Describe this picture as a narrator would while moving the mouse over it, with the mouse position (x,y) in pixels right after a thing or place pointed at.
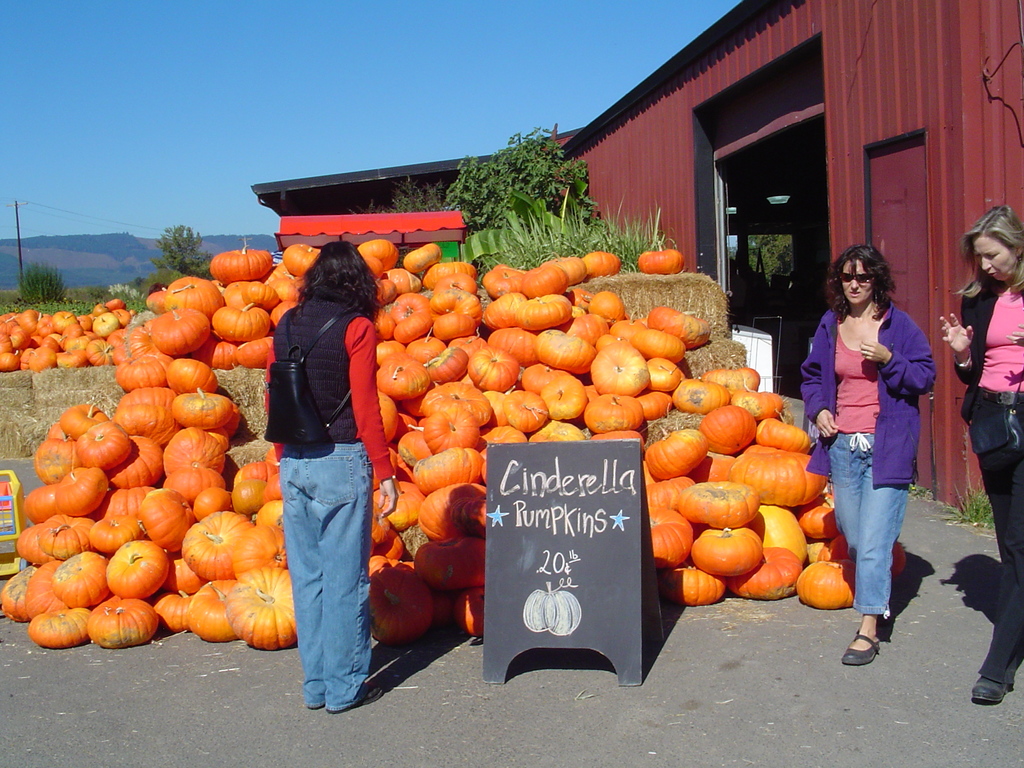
In this image we can see a person (317,316) and a board (531,536) with text (525,486). Behind the person (327,411) we can see a group of pumpkins (182,369) and few trees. On the right side (922,348), we can see a shed (931,334) and two persons (971,378) walking. On the left side (150,244), we can see mountains (92,271), trees (175,254) and plants (42,294). At the top (390,131) we can see the sky (389,116).
